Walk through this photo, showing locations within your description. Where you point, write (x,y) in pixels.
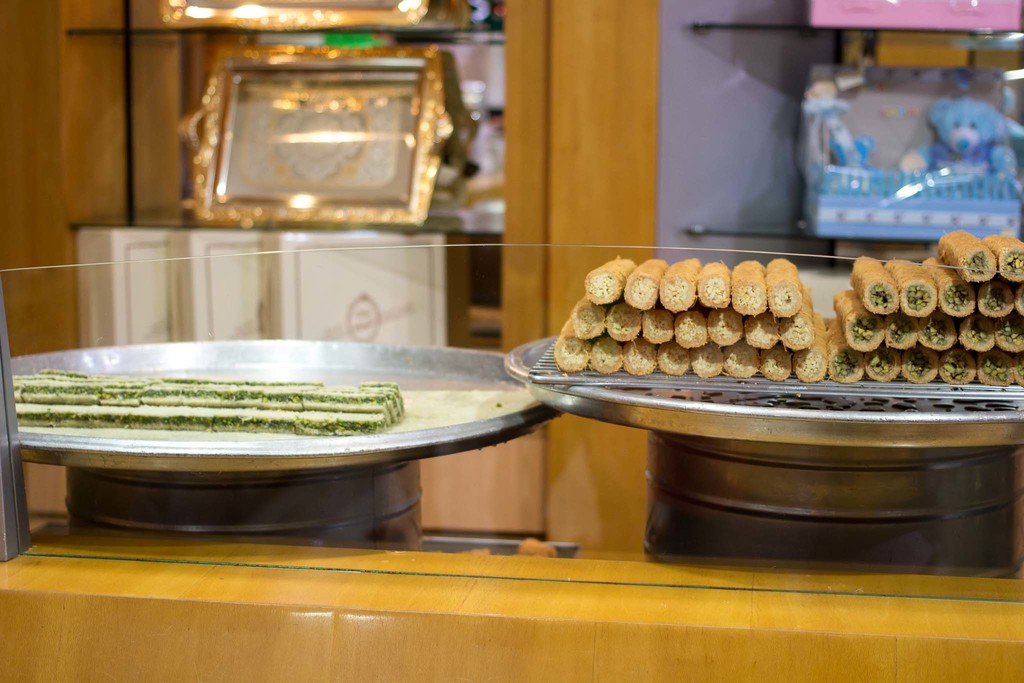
In this image, we can see some food items (137,380) in plates (443,381) are placed on some objects (380,498). We can also see some glass (133,527) and wood (55,540) at the bottom (162,595). We can also see some shelves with objects (289,51).
